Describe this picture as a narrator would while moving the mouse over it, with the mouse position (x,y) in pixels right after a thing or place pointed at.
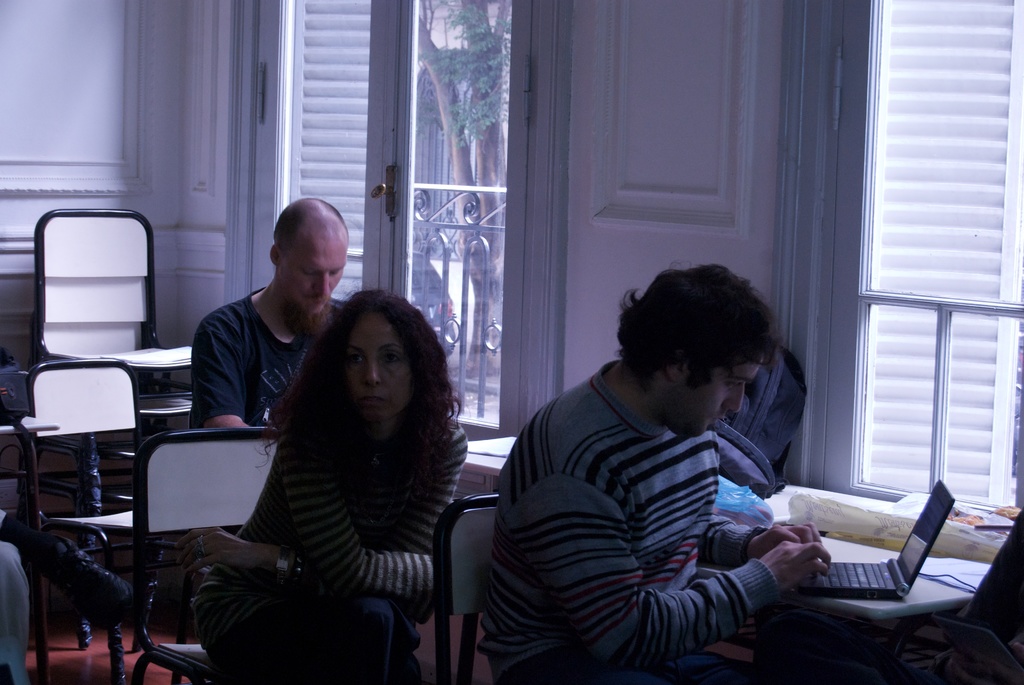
These three persons (327,476) are sitting on chairs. From this window (457,277) we can able to see a fence (470,221) and tree (467,87). This man (610,412) is working on a laptop (849,576). A bag (782,480) is on table (777,502).
